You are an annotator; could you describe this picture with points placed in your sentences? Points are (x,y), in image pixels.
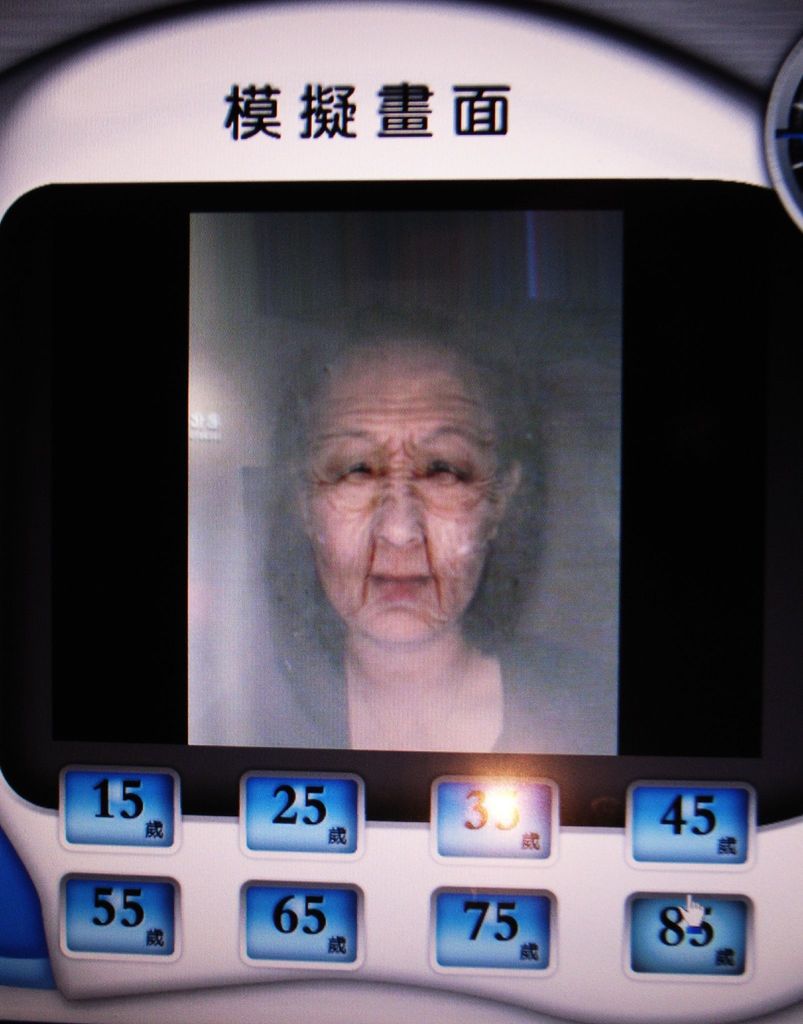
There is a screen (620,618), on which, there is an image (417,333) of a person (538,701), there are buttons (672,907) and there is a text (498,132).
